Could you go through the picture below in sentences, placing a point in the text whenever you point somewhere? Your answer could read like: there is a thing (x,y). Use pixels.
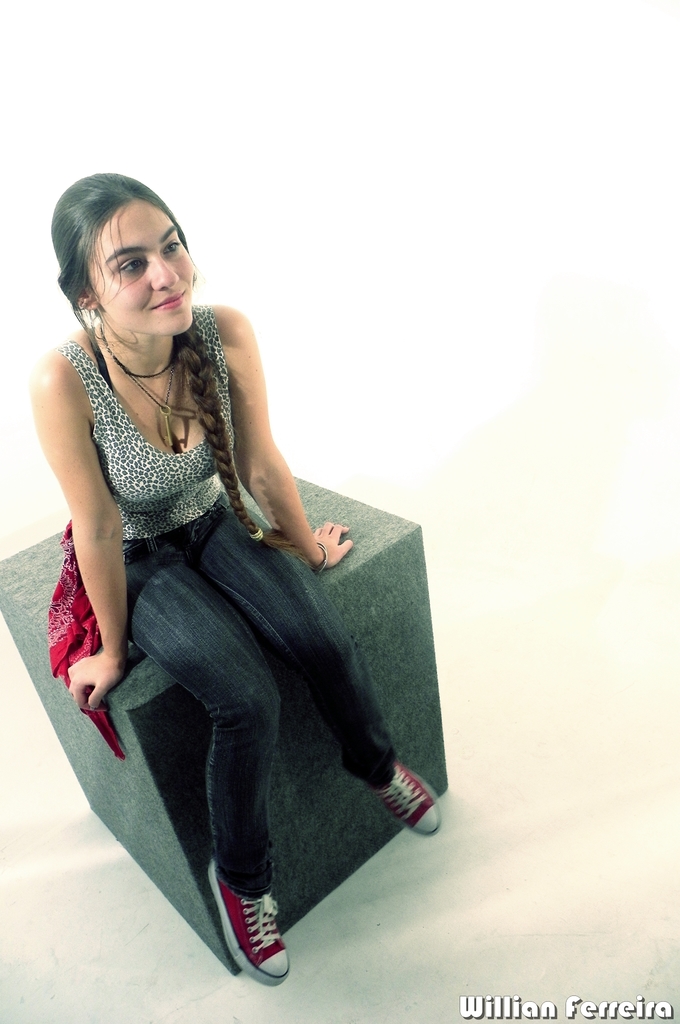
In this image I can see the person (256,752) sitting on the gray color surface (197,743) and the person (187,546) is wearing black and white color dress (171,459) and I can see the white color background (31,63).
